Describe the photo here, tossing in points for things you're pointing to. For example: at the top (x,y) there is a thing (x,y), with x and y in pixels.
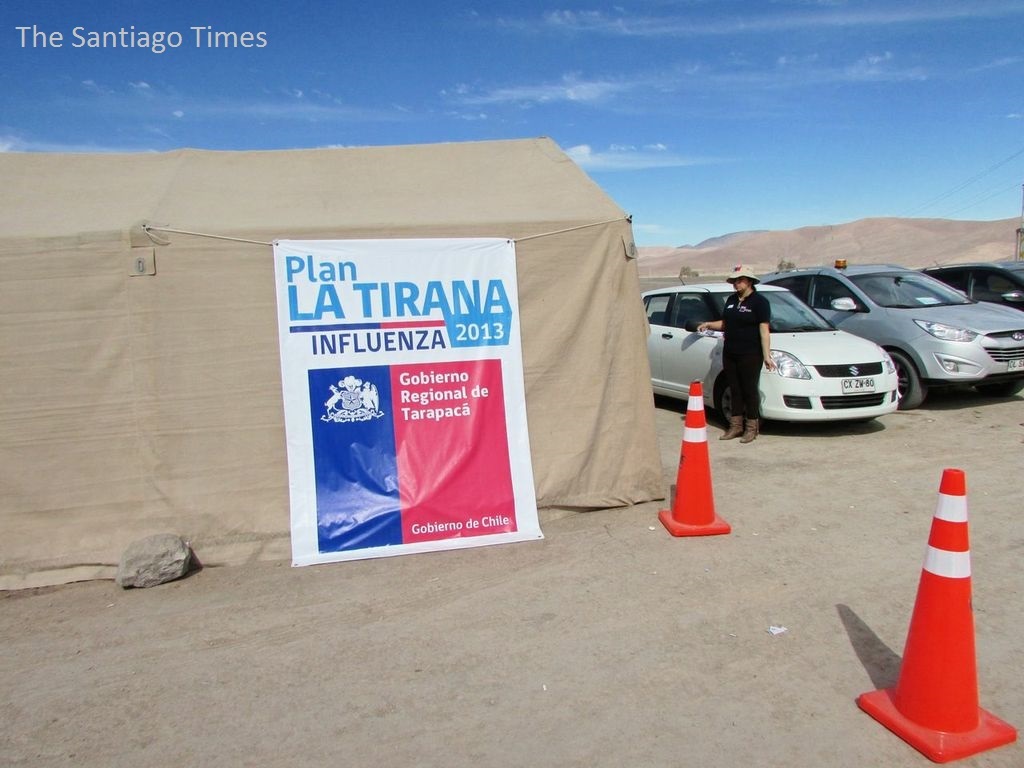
Bottom right side of the image (957,699) there are some divider cones (690,408). Bottom left side of the image (255,546) there is a tent (81,244), on the tent (380,234) there is a banner (399,266). Top right side of the image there are some vehicles (720,395) and a person (744,398) is standing. Behind the vehicles (803,387) there is a hill (785,241). Top of the image (885,4) there are some clouds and sky (199,19).
